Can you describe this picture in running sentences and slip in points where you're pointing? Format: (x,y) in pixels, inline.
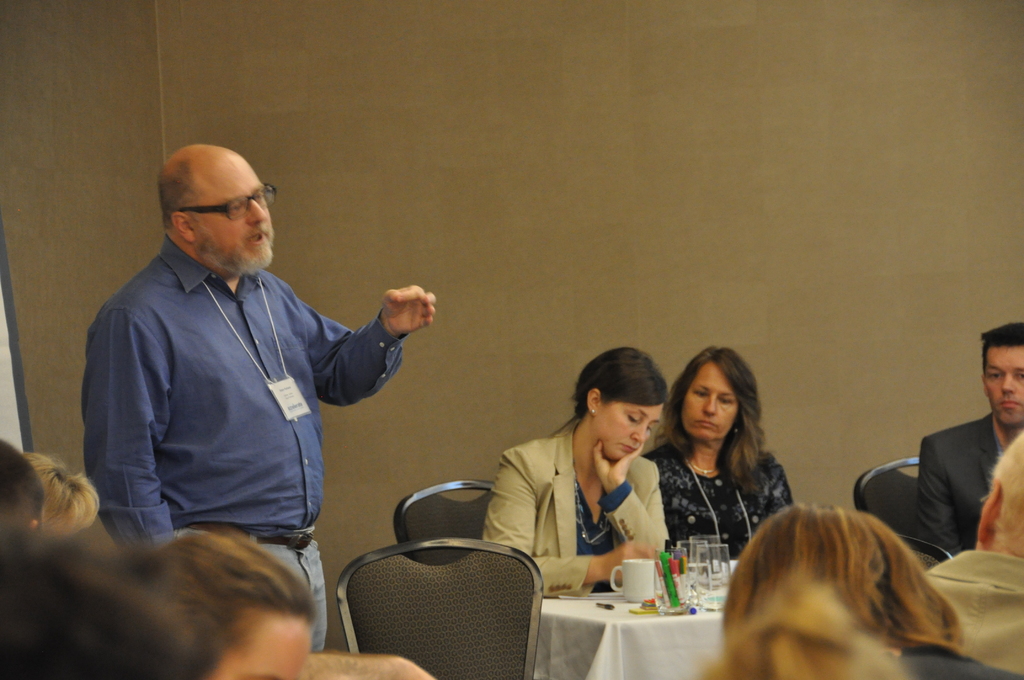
It is a conference, a group of people (534,504) were sitting around the tables (620,614) and on one of the table (698,611) there is a cup (628,596), some glasses (707,594) and other objects (683,606), on the left side (182,410) there is a person (275,400) standing and speaking something, in the background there is a wall (384,535).
